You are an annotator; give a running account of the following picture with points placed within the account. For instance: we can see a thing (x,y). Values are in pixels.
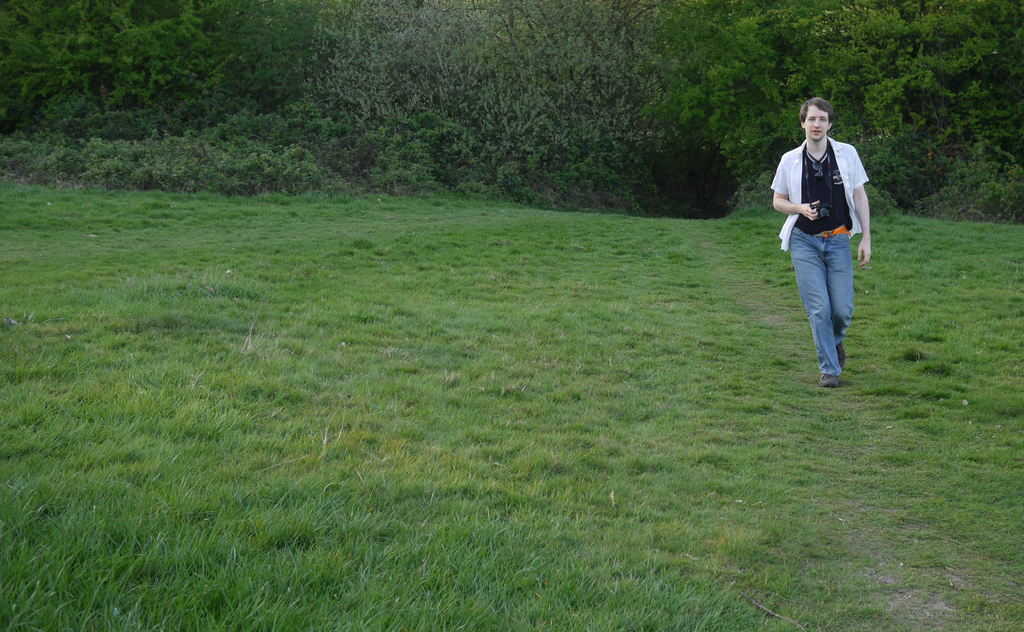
In this picture I can see a person (804,285) is walking on the ground (815,439). The person (797,196) is wearing white color shirt (786,183) and blue jeans (814,280). Here I can see trees (453,133) and grass (377,362).
